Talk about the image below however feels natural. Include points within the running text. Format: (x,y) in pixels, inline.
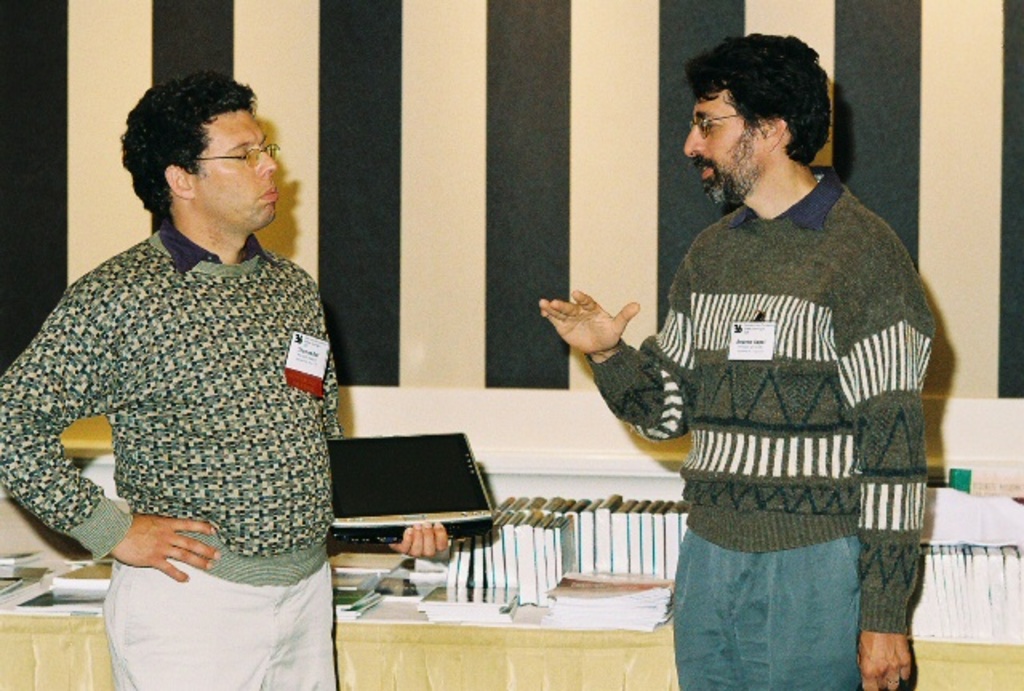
In this picture I can observe two men (772,465) standing in front of each other. Both of them are wearing sweaters (767,294) and spectacles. In the bottom of the picture (607,659) I can observe a table (531,633) on which some books (526,561) are placed. In the background (418,314) there is a wall (446,176).
